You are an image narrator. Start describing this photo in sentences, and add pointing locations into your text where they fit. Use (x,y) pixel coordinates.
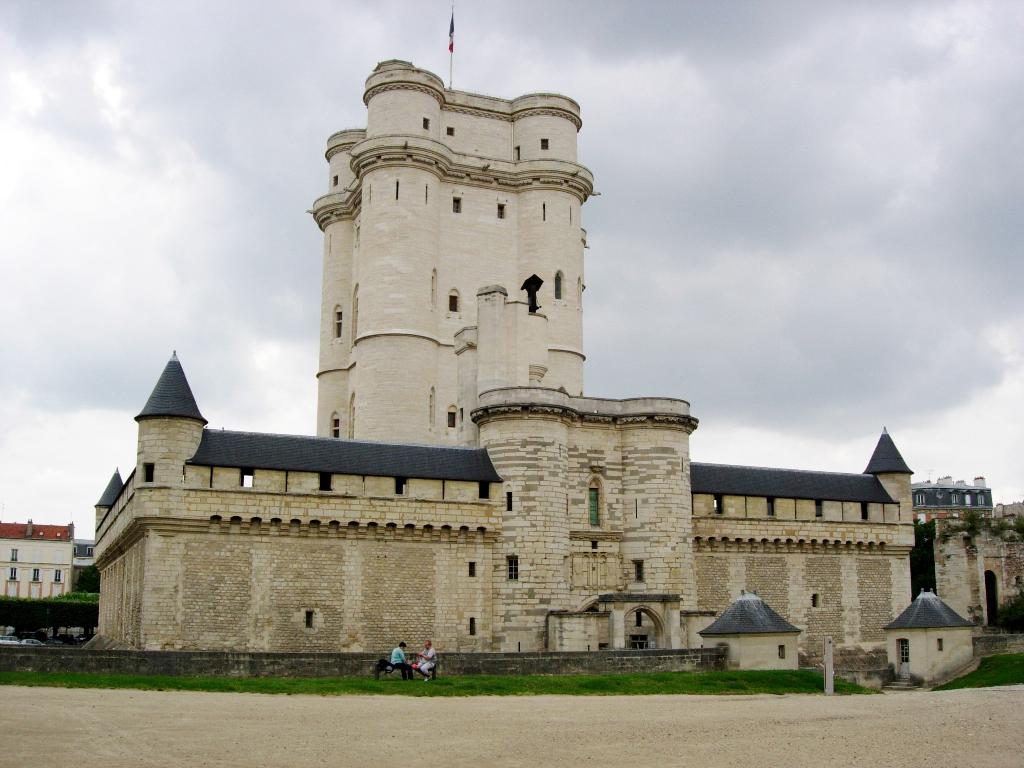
In this image there are few buildings (533,467), vehicles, two people (423,672) sitting on the bench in the grass (434,684), a stone pillar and some clouds (548,38) in the sky (636,229).
